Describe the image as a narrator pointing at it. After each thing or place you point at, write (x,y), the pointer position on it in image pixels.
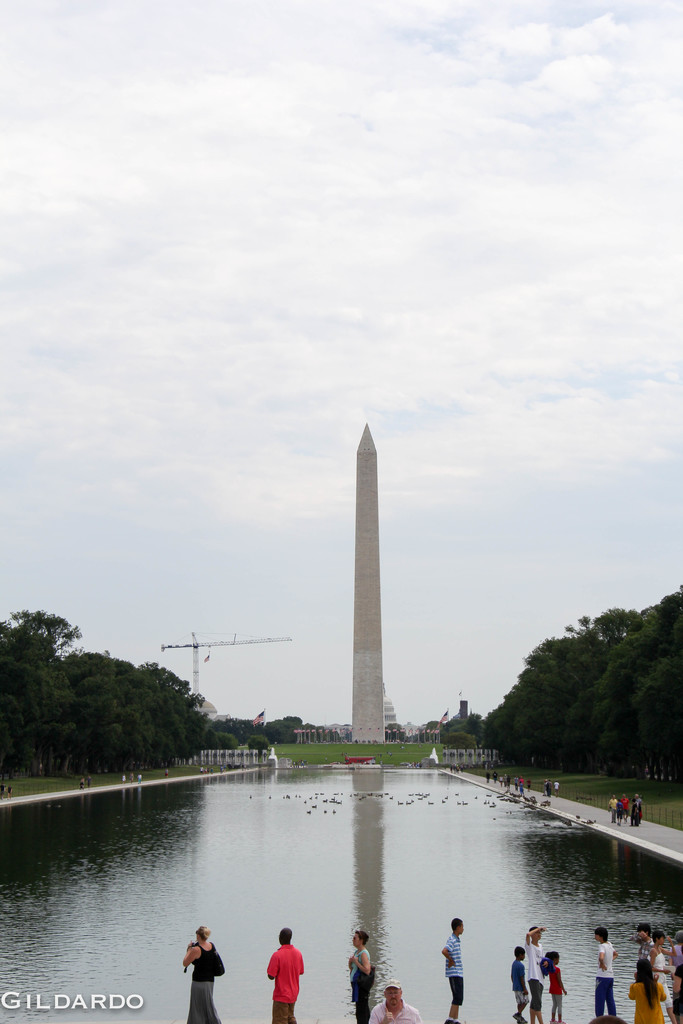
In this picture I can see group of people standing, there is water (350,781), there is a tower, there are trees (17,669), and in the background (221,288) there is sky (455,357) and there is a watermark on the image.
